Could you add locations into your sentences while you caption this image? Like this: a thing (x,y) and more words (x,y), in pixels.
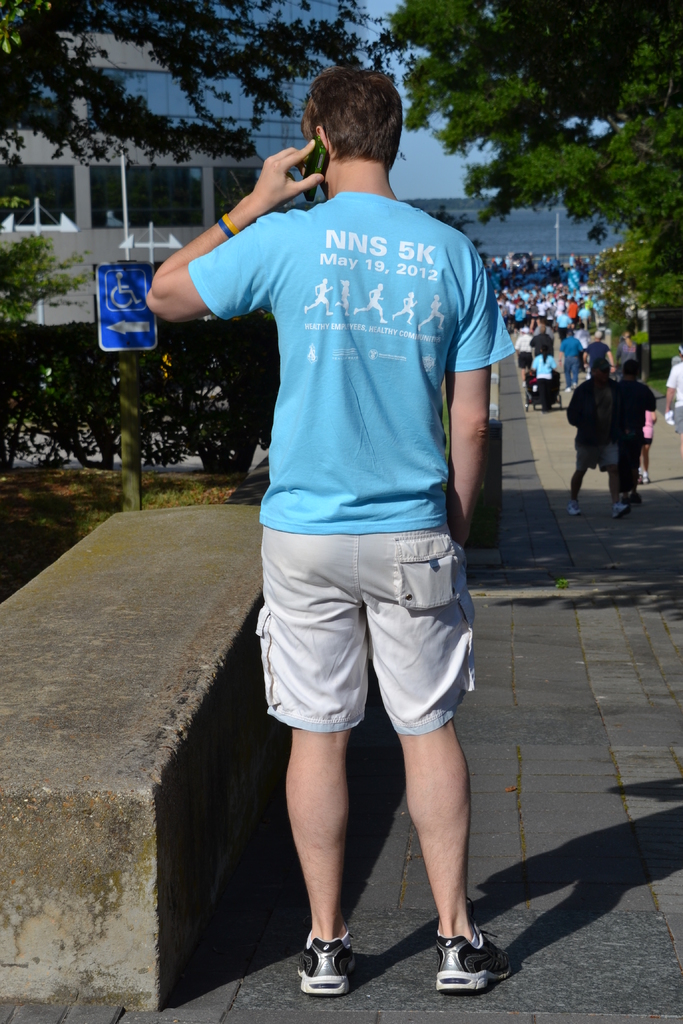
In this image I see a man (351,254) who is holding a phone (309,169) near to his ear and I see that he is wearing blue color t-shirt (362,317) and white shorts (331,586) and I see the path (571,520). In the background (519,258) I see number of people (515,267), buildings (274,11), few trees (617,199) and I see a sign board (152,331) over here.
